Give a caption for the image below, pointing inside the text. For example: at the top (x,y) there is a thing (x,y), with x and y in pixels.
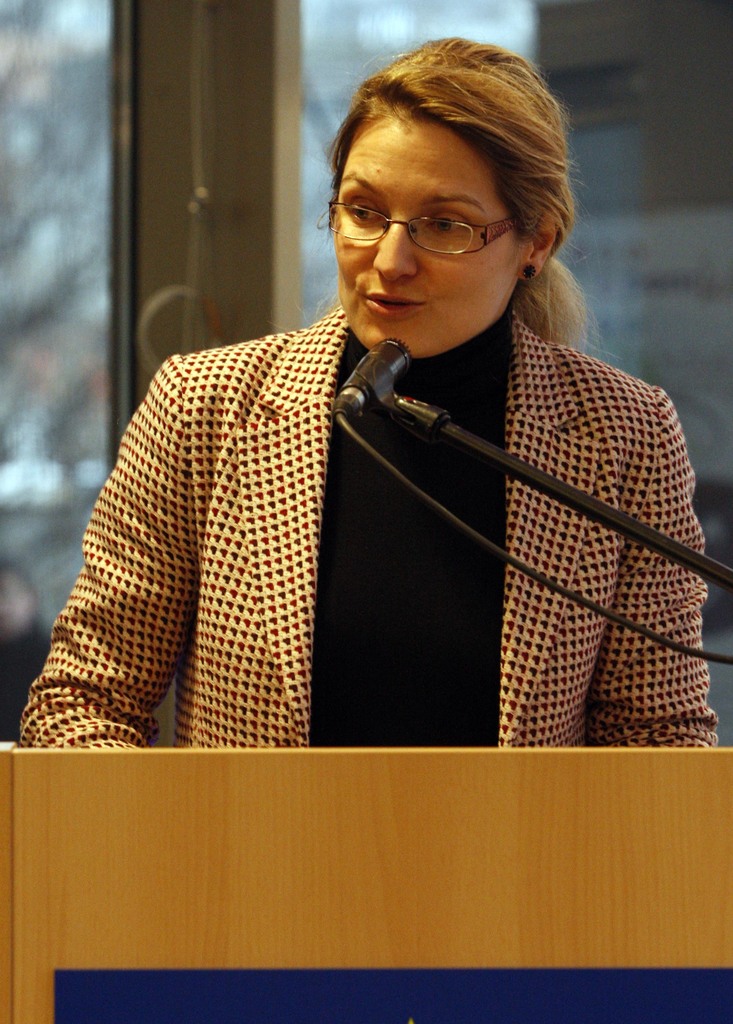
In this image we can see a woman (382,289) is standing at the podium (345,931) and there is a mic (365,382) on a stand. In the background (54,66) we can see glass doors (551,58) and through the glass (23,166) we can see objects (13,360).
